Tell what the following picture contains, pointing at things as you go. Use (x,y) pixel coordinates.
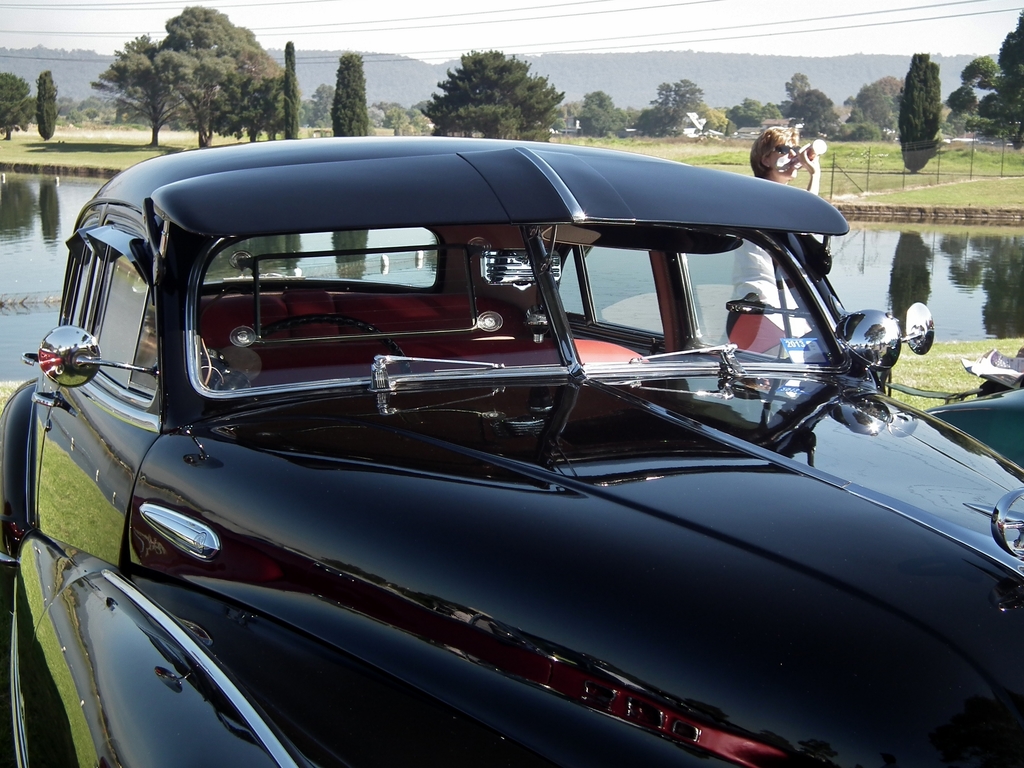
In this image I can see black color car (761,566) visible in the foreground (830,380), in the background (15,221) I can see the lake (10,213) and a person (812,158) holding a bottle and trees (155,96) and the hill (563,90) and power line cables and grass (729,140), at the top (703,42) I can see the sky (795,42).
